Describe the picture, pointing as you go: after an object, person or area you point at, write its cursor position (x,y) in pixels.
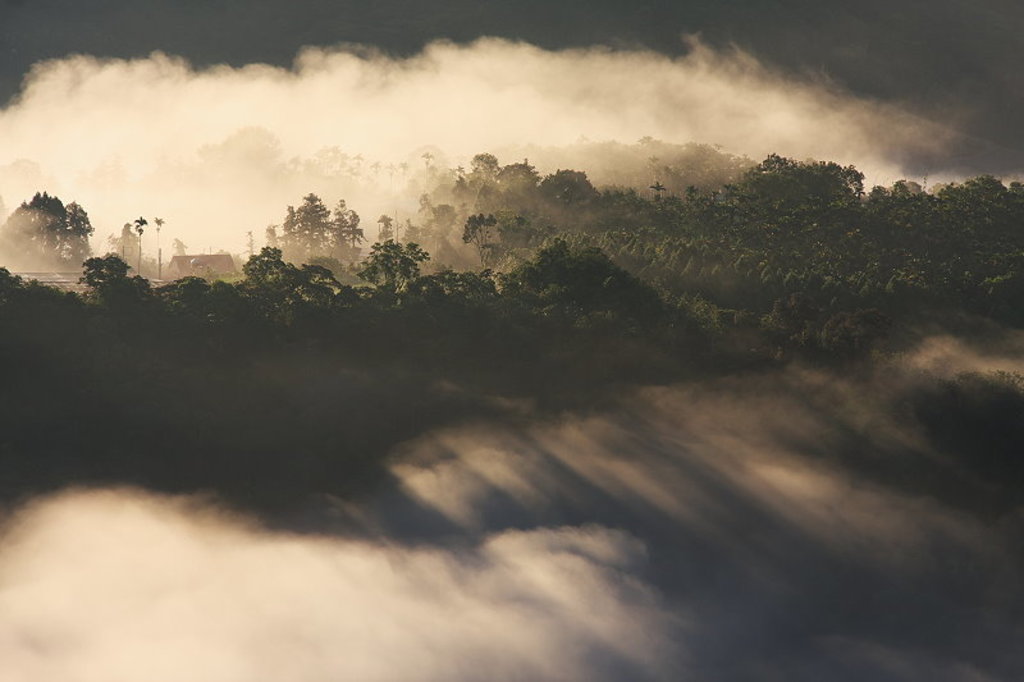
In the center of the image (594,231) there are trees (104,281).
